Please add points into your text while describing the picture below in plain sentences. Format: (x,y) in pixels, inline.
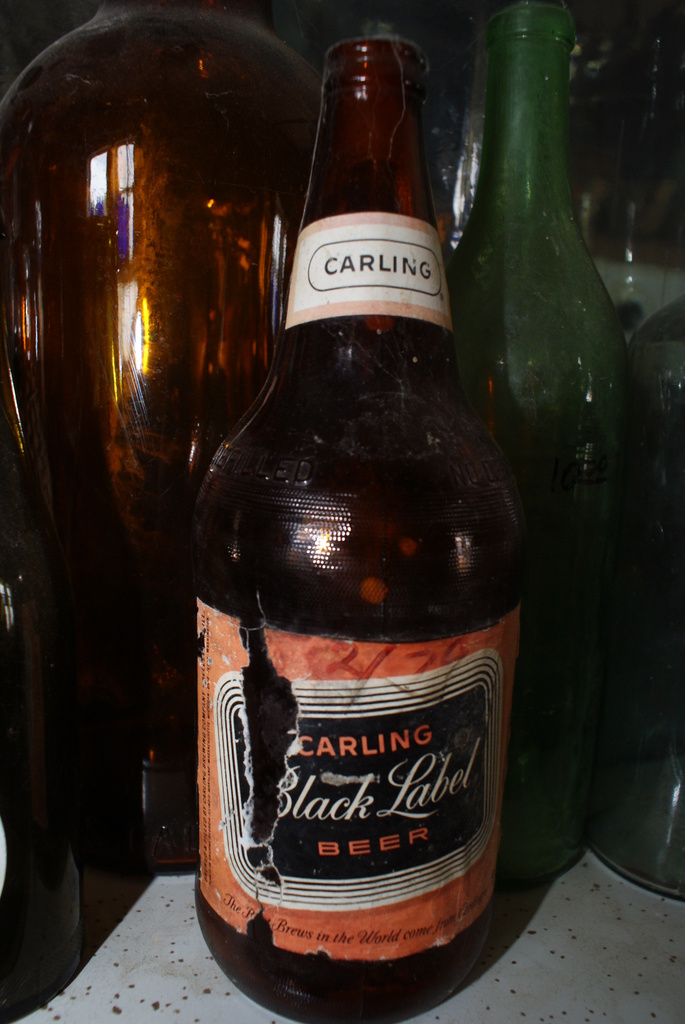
As we can see in the image there are few bottles (260,298).
